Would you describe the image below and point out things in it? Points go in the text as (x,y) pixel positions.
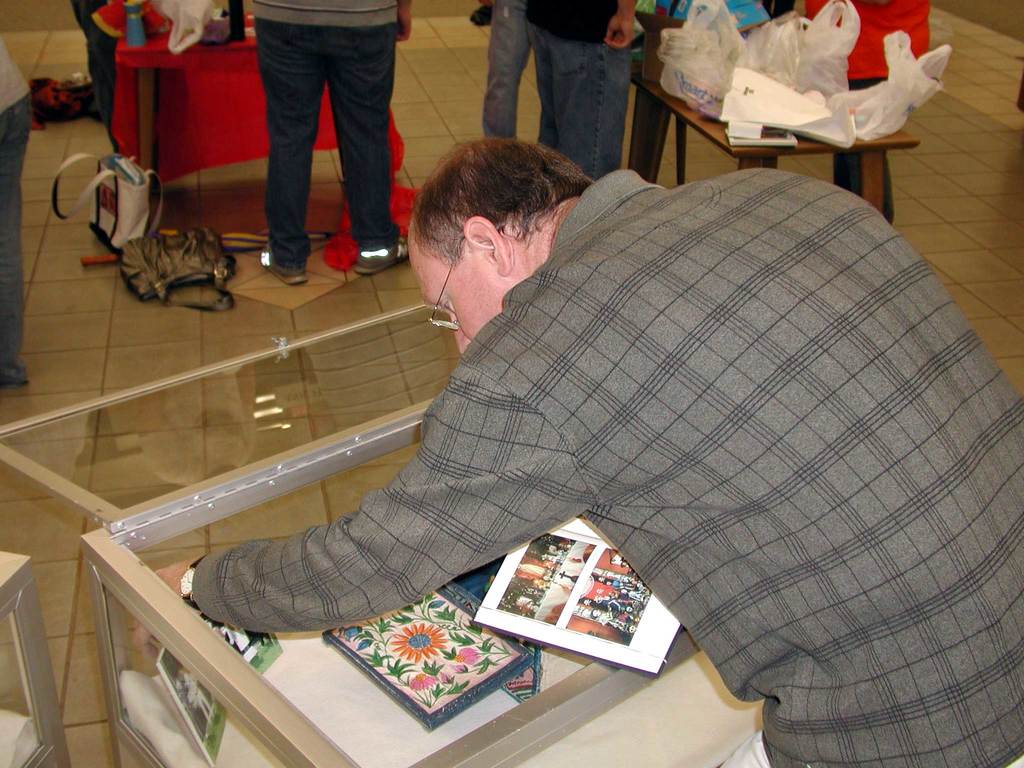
This image contains a person (1013,493) standing and picking few frames (210,738) from the box (233,719). At the middle of the image (377,266) few people (916,34) are standing. At the left side (2,102) a person (5,345) is standing. Right side (698,62) there is a table (638,150) having few plastic covers (783,118) on it. There are two bags (208,229) on the floor (67,248).
